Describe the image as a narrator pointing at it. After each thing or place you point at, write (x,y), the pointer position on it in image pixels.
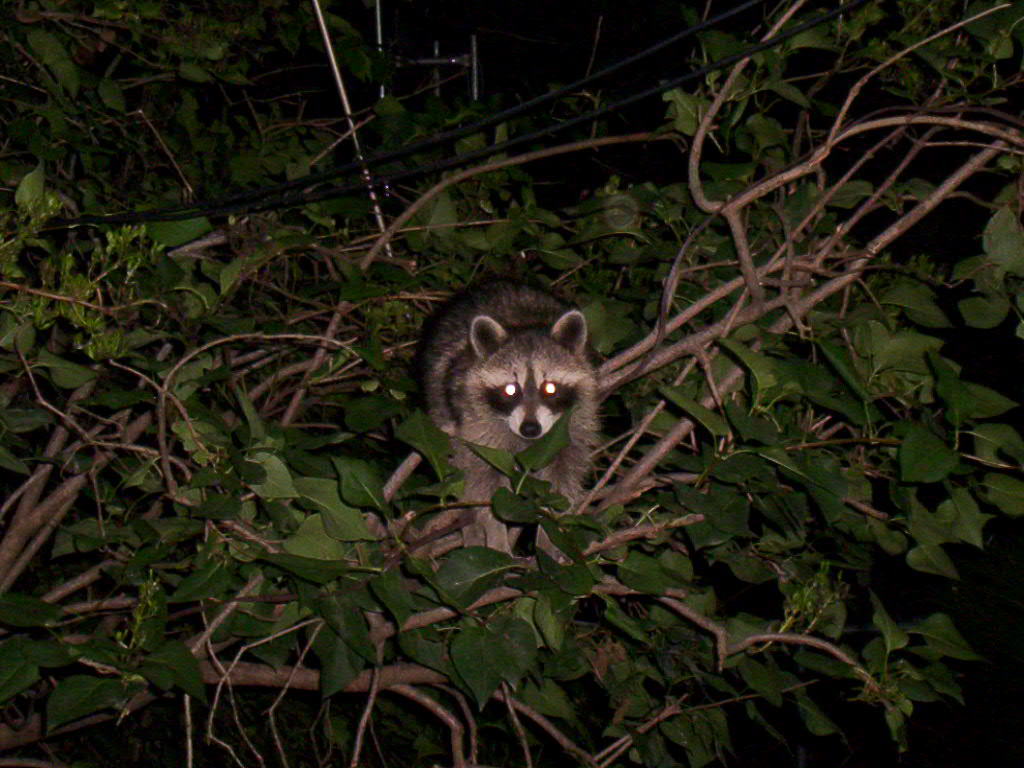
In this image there is an animal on the tree (845,556). Animal (526,442) is standing on the branches (494,591) of a tree (489,631) having leaves (556,608).
